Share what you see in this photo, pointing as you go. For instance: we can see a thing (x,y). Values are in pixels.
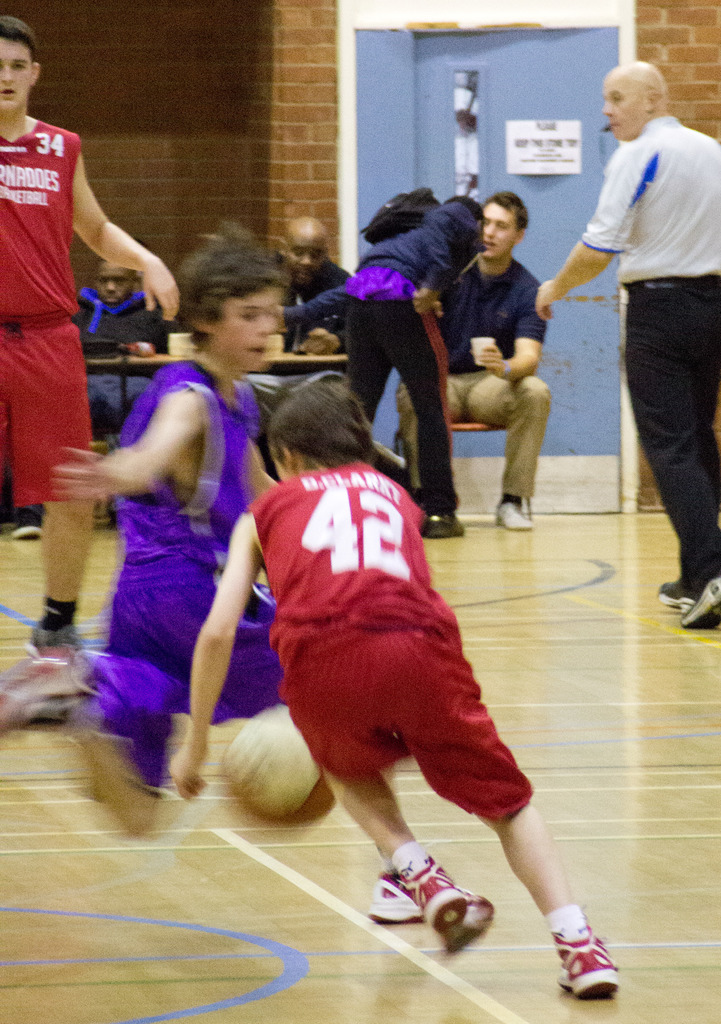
In the background (584,160) we can see the wall (275,121) and door (573,294). In this picture we can see people (152,444), table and few objects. We can see the floor (600,759) and a ball (249,719). We can see few people (13,413) are playing and few people (648,389) are standing.
